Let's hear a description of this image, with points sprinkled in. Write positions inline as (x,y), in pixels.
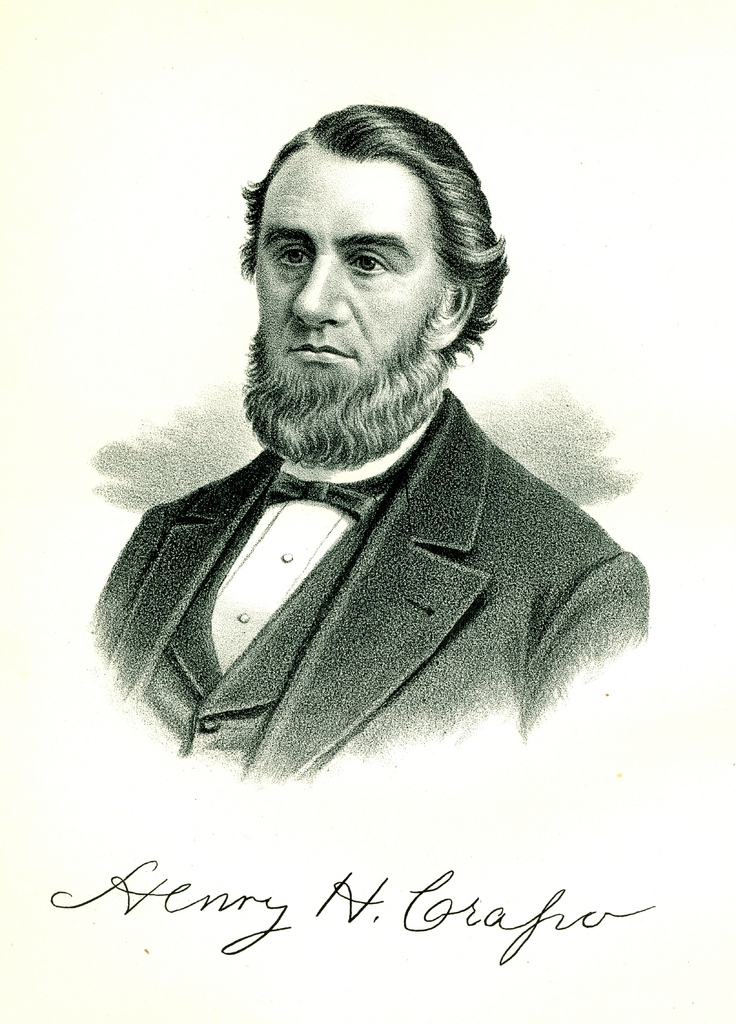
In this image we can see black and white picture of a person (176,636). At the bottom of the image (535,923) we can see some text (411,931).
